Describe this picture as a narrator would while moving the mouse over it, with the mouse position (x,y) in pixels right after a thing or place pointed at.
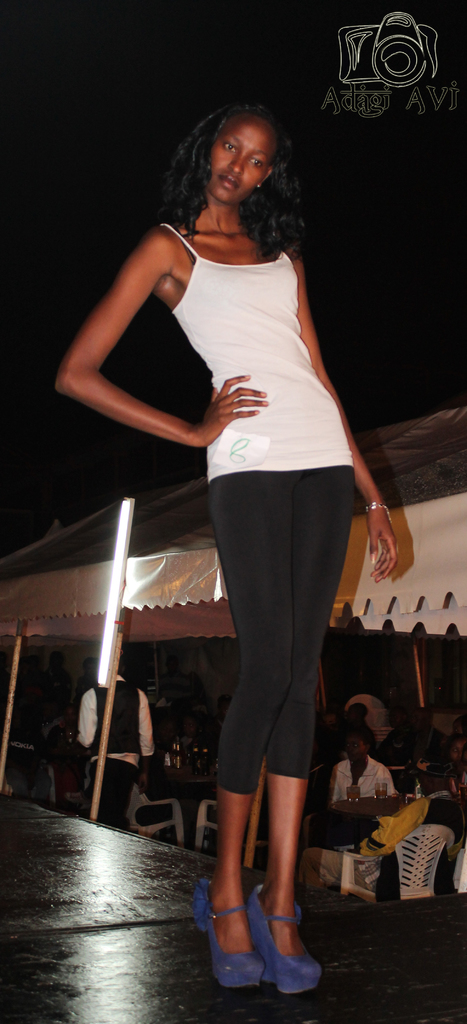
In this image I can see a person (287,531) standing and wearing white and black dress (310,577). Back Side I can see few people (62,743) sitting on the chairs (404,842) and on table (381,810) I can see few objects (358,794) and a tent (387,501). Background (297,45) is in black color.
